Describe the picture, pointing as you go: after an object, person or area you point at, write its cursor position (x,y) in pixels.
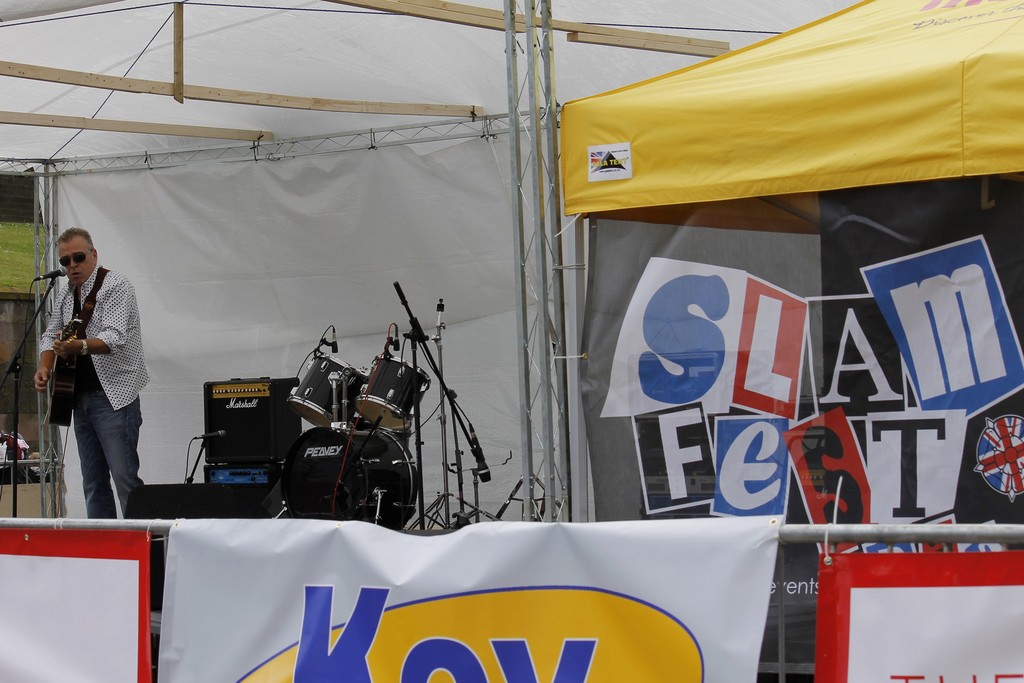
In this image I can see few musical instruments (336,402), a person (132,392) standing and holding a guitar (61,368) in his hands (60,345) and a microphone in front of him. I can see few banners (414,609) which are white, red, blue in color, few tents (655,108) which are yellow and white in color, few metal rods (443,128) and some grass (31,255) on the ground (12,239).
